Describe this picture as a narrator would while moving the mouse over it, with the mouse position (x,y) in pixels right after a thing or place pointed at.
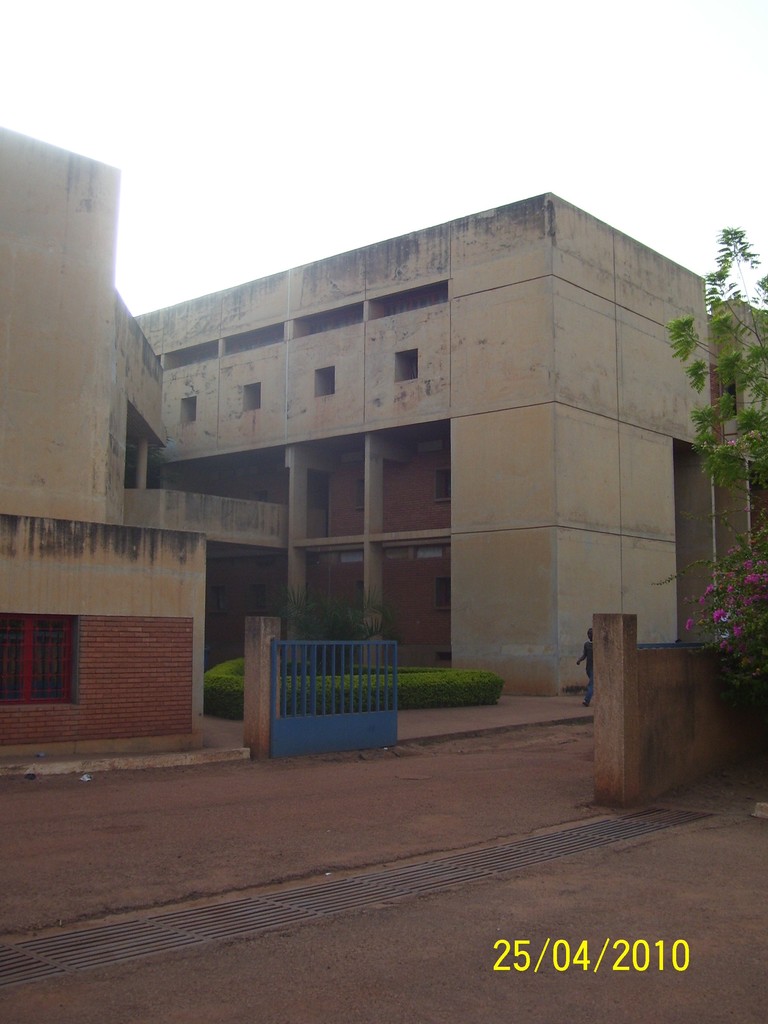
In this image I can see a building (373,560) in the background (442,586) and in the front of it I can see few plants (399,687), a blue colour gate (348,717), one person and few trees (746,703). On the bottom right side of this image (615,951) I can see a watermark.
